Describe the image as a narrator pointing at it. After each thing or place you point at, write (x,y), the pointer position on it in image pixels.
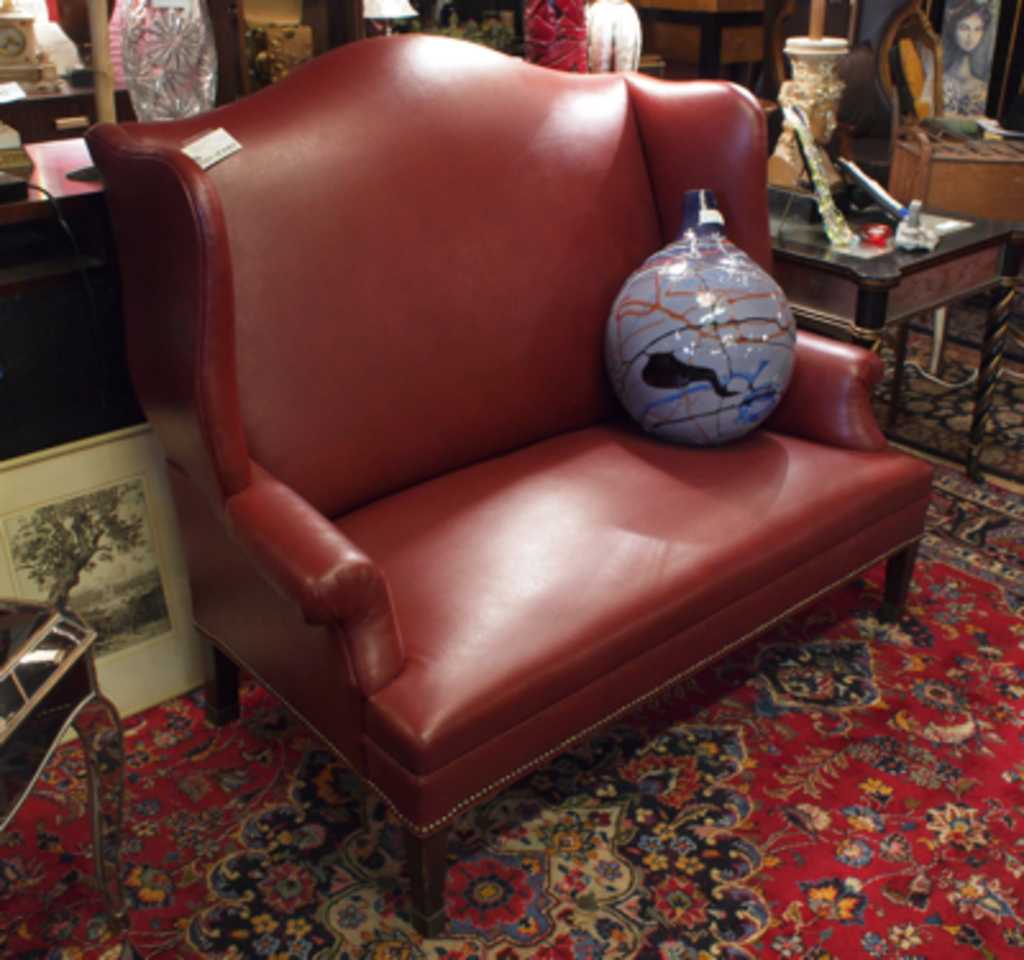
In this picture we can see a red color sofa (555,687). This is the floor (906,649). And there is a table (878,276).
